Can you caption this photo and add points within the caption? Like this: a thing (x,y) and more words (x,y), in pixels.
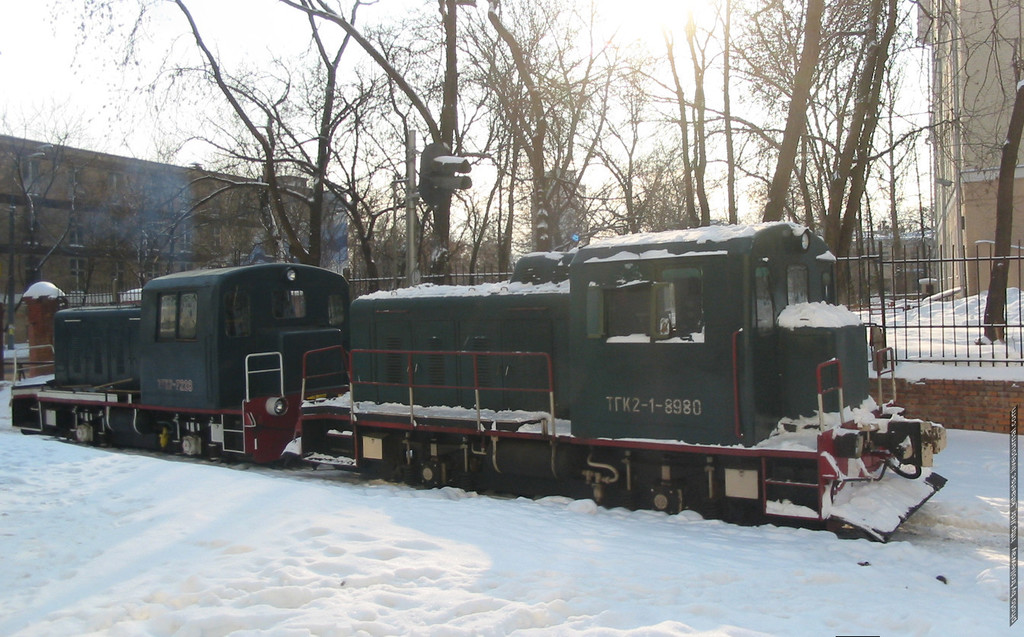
In this image I can see the snow (460,568) and the train (433,382). In the background (917,337) I can see the railing (923,330), many trees (562,235) and the buildings (222,223). I can also see the sky (375,18) in the back (385,171).
